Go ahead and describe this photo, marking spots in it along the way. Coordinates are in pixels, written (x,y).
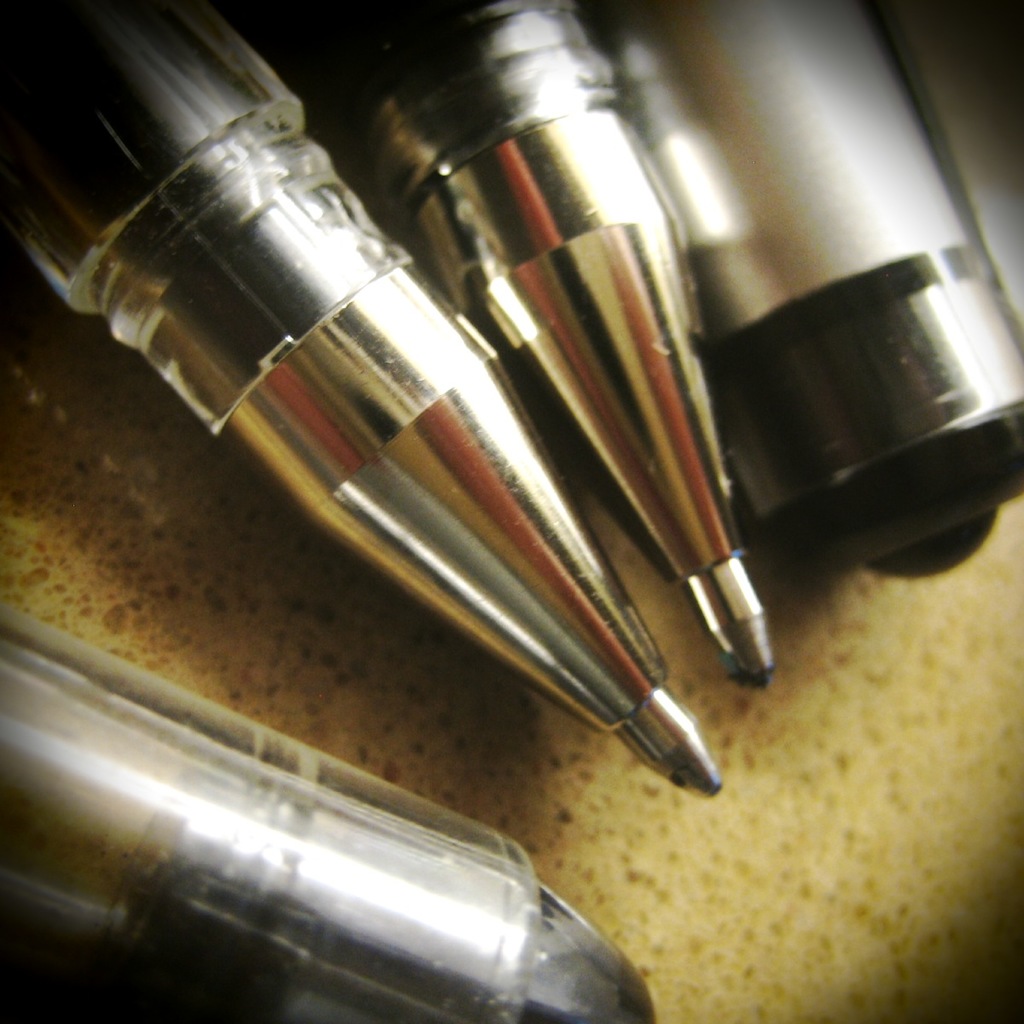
In this image, these are pens (640,349) and caps (864,265) arranged on the surface (690,956). And the background is dark in color.
